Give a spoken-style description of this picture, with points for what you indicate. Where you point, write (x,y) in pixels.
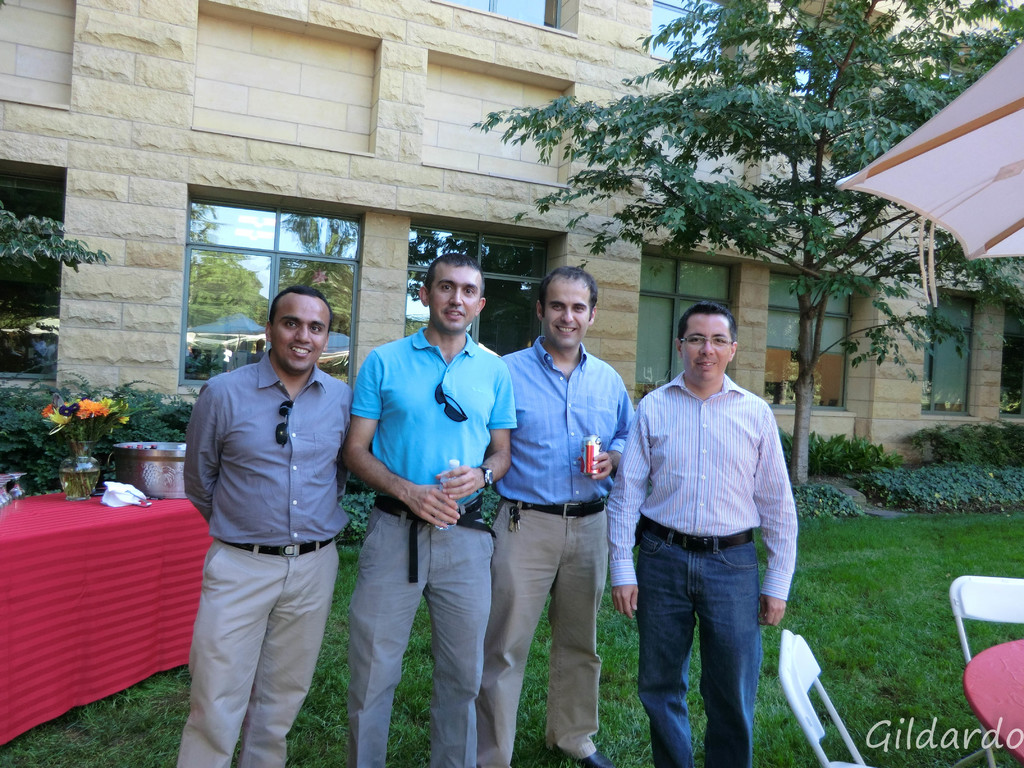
In this image we can see four men (647,595) standing on the grass (99,743). Here we can see the table (1023,665), chairs (856,755), another table (136,526) upon which we can see red color cloth (56,636), flowers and some objects (125,459) are placed. Here we can see trees (1007,287), shrubs (992,466) and stone building (440,193) with glass windows (315,220) in the background (380,236).
